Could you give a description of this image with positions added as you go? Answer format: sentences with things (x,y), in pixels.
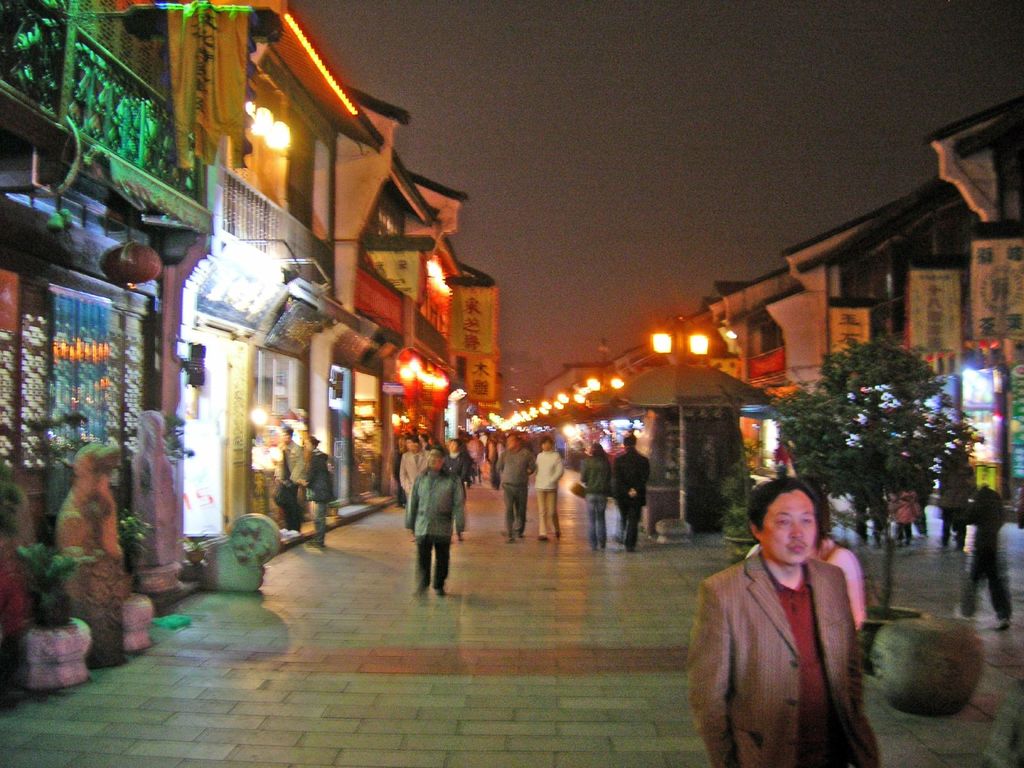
In the center of the image (469,453) we can see a few people (622,503) are walking on the road (564,563) and a few people (594,533) are holding some objects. In the background (553,379), we can see the sky (532,193), buildings (68,366), fences (441,348), lights (67,353), poles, one tree (861,406), one outdoor umbrella (705,378), plant pots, sculptures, banners (915,328) and a few other objects (257,525).
